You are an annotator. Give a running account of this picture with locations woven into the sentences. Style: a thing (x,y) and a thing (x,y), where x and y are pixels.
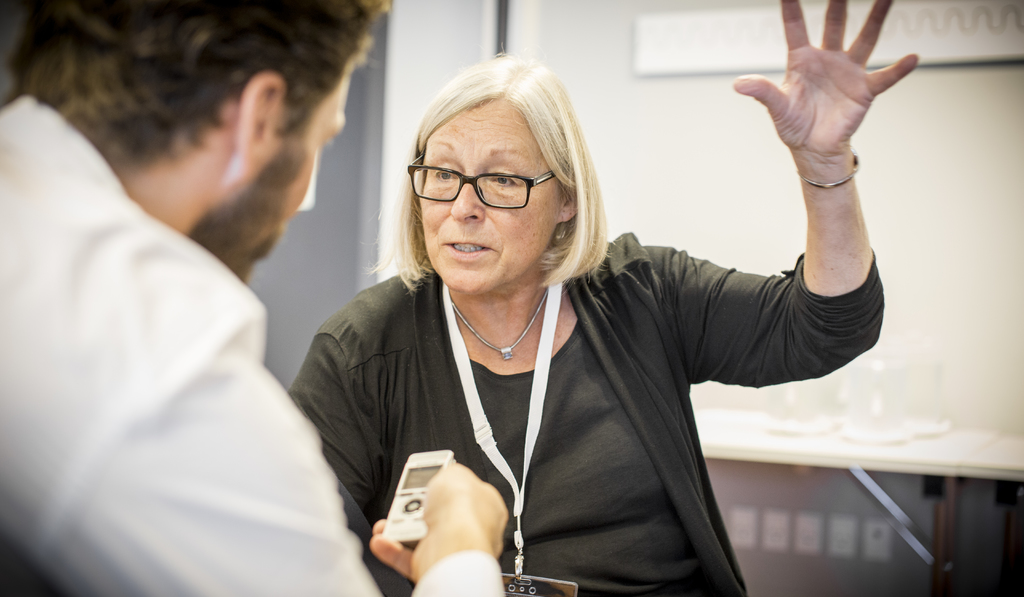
In this image there are two persons (431,414), one person (263,462) is holding an object (429,470), another person (505,363) is wearing an identity card (510,583), there is an object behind the persons (568,534).
